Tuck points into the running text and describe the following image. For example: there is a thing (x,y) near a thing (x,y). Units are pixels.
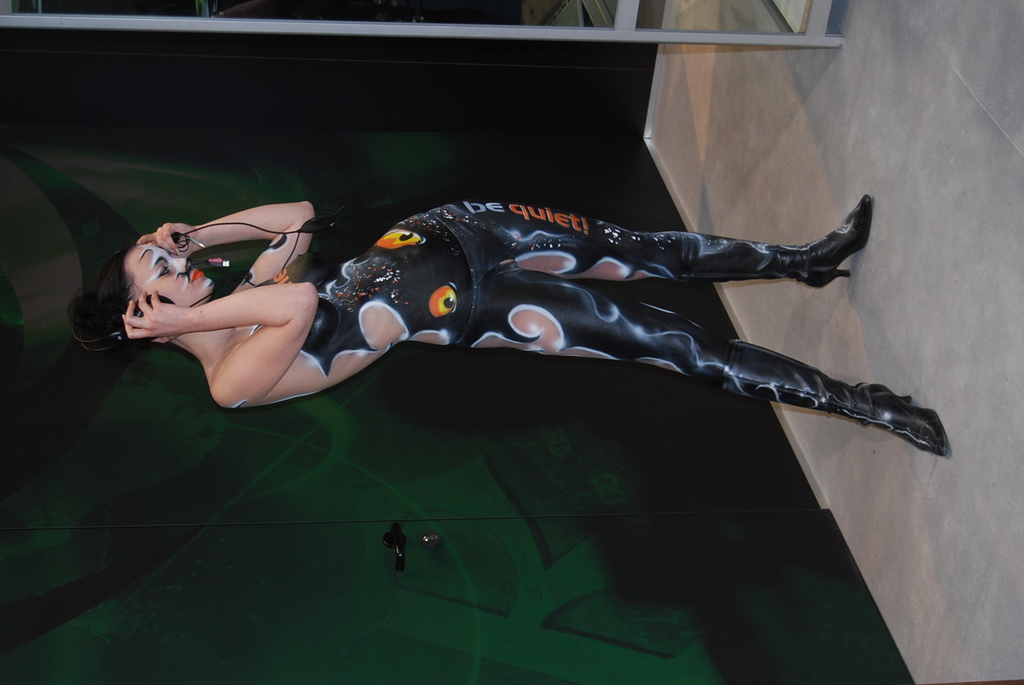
In this image in the middle (376,340) I can see a woman (476,313) wearing a head phones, standing on floor (920,139), at the top (319,34) there is a stand (412,31), backside of woman (91,334) there is a green color board (561,491).
